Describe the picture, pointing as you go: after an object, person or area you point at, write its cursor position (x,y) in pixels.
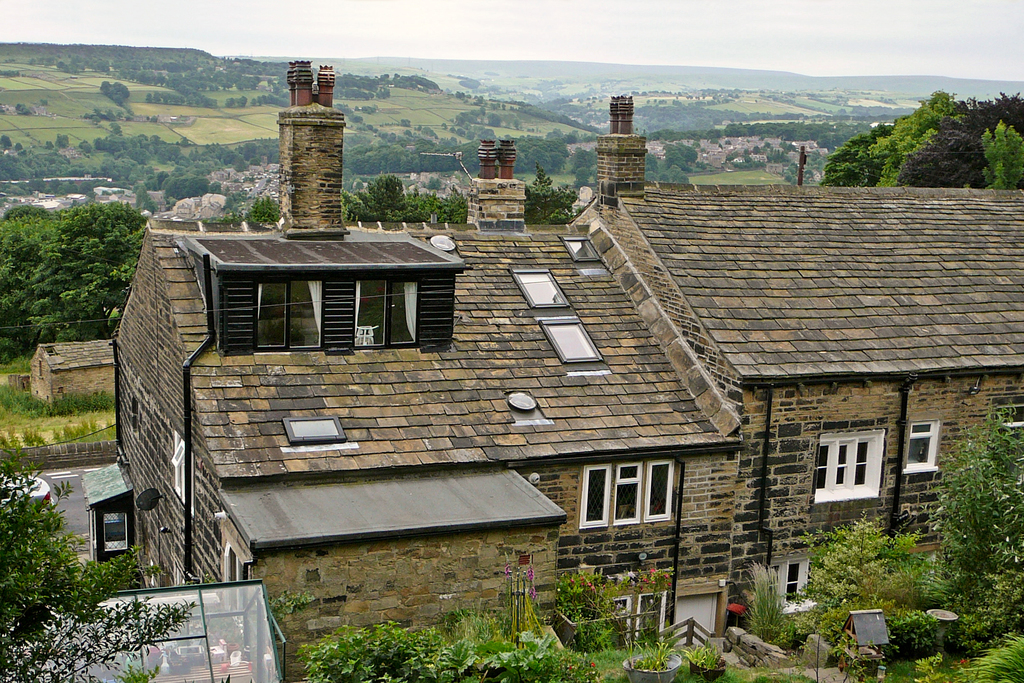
In this image I can see a building (919,475) which is in brown color. I can also see trees (401,82) in green color, few rocks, and sky (504,54) in white color.
